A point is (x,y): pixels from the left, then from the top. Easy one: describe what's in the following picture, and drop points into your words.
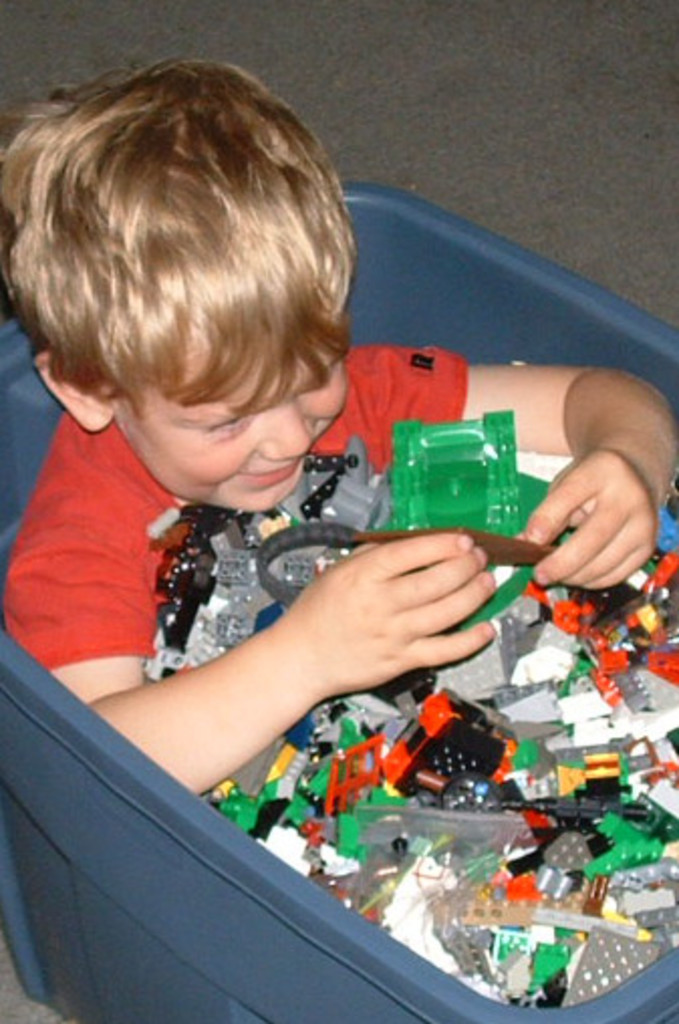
In this image I can see a person (336,605) is sitting inside the blue box (100,837). He is wearing red color top (68,561) and few multicolor objects (536,668) inside.
